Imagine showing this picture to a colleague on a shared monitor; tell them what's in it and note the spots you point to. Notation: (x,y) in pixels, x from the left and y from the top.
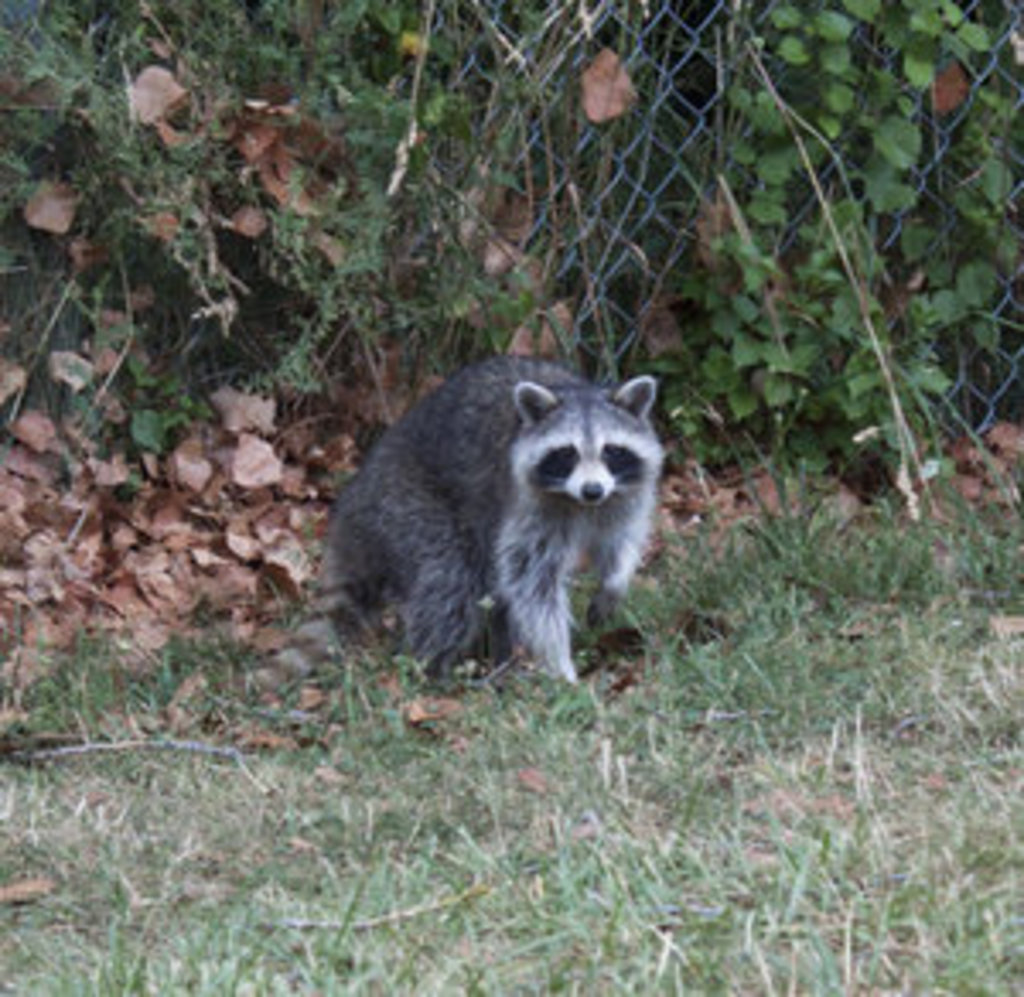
In the center of the image (522,528) there is an animal (522,522). In the background (500,272) there is a mesh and plants (188,59). At the bottom (575,836) there is grass (564,874).
